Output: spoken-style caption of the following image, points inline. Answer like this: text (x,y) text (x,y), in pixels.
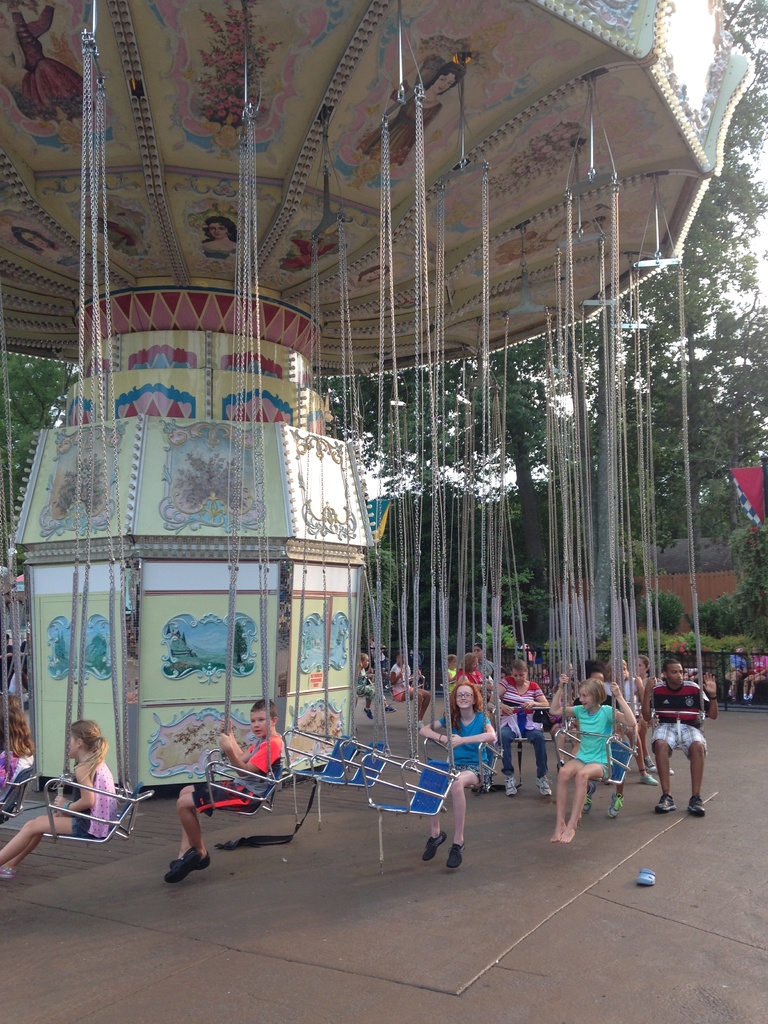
In this image we can see some group of kids (661,750) who are sitting on the child carousel (555,740) and at the background of the image (471,635) there are some trees (425,420).
